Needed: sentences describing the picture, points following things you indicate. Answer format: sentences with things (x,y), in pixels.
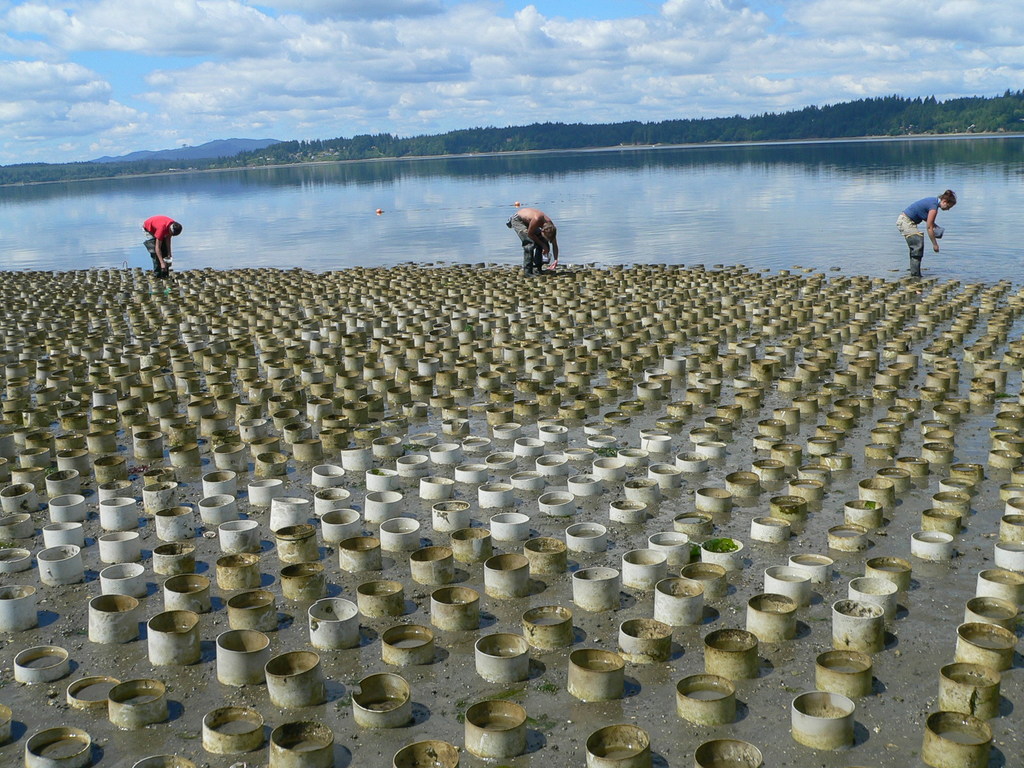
At the bottom of the image (213,721) there is water (64,217), in the water (352,188) three persons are standing and holding something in their hands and there are some pots (41,761). In the middle of the image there are some trees (1005,122) and hills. At the top of the image (53,54) there are some clouds (64,78) in the sky (53,54).
